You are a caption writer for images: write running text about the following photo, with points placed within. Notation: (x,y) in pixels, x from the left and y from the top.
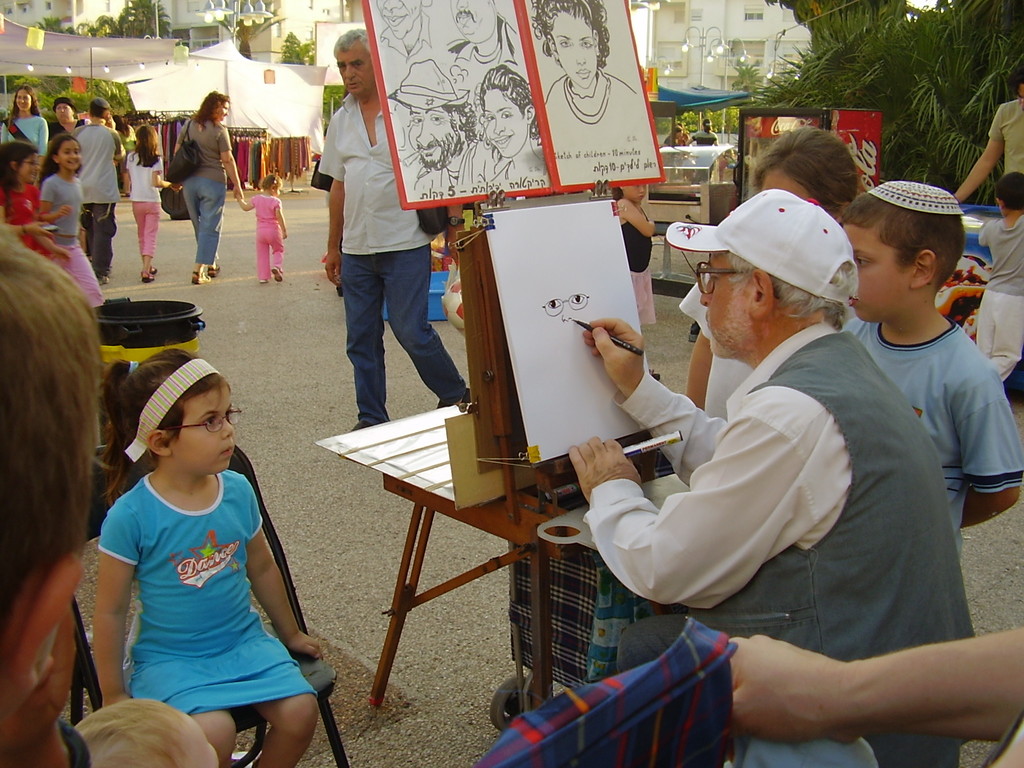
Here we can see few persons (978,688). There is a kid (278,751) sitting on the chair (253,712) and a man (862,501) is drawing on the board (562,362). Here we can see a bin (152,321), posters (495,132), table (554,549), tents (94,64), stalls (285,167), poles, and trees (813,51). In the background (733,65) there are buildings (732,64).
